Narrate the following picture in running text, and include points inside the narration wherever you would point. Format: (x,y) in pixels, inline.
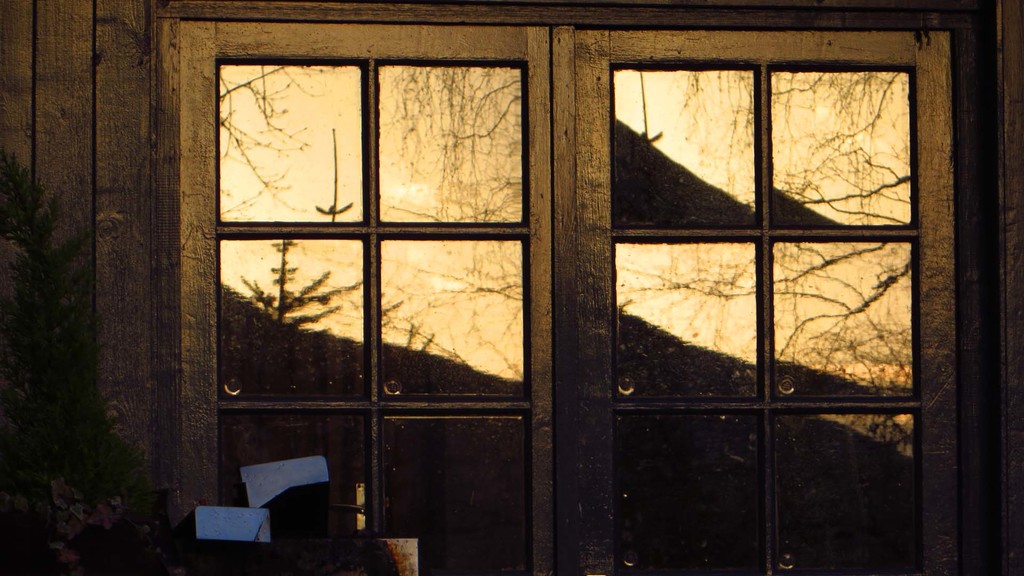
In this image we can see windows (539,208) to the wooden wall (73,107) and in front of the wall (136,355) there is a tree (36,358) and we can see the reflection (507,320) of trees (460,319) in the glass (514,484) of a window (575,245).
